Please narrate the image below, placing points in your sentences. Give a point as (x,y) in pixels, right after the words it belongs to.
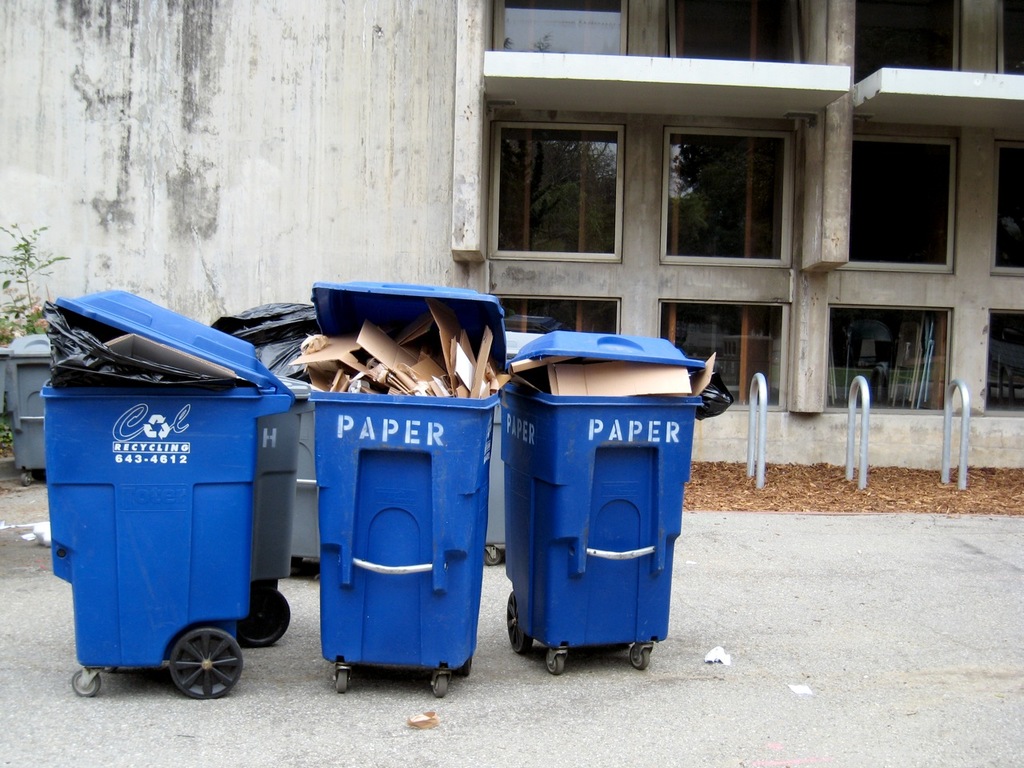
In this image we can see the trash bins (397,494) with the wheels (195,647) on the road (698,663). In the background (340,191) we can see the building (684,211) with the glass windows (856,312) and also the wall (243,193). We can see the plant (21,317), the dried leaves (770,470) and also the pipes (965,448).
